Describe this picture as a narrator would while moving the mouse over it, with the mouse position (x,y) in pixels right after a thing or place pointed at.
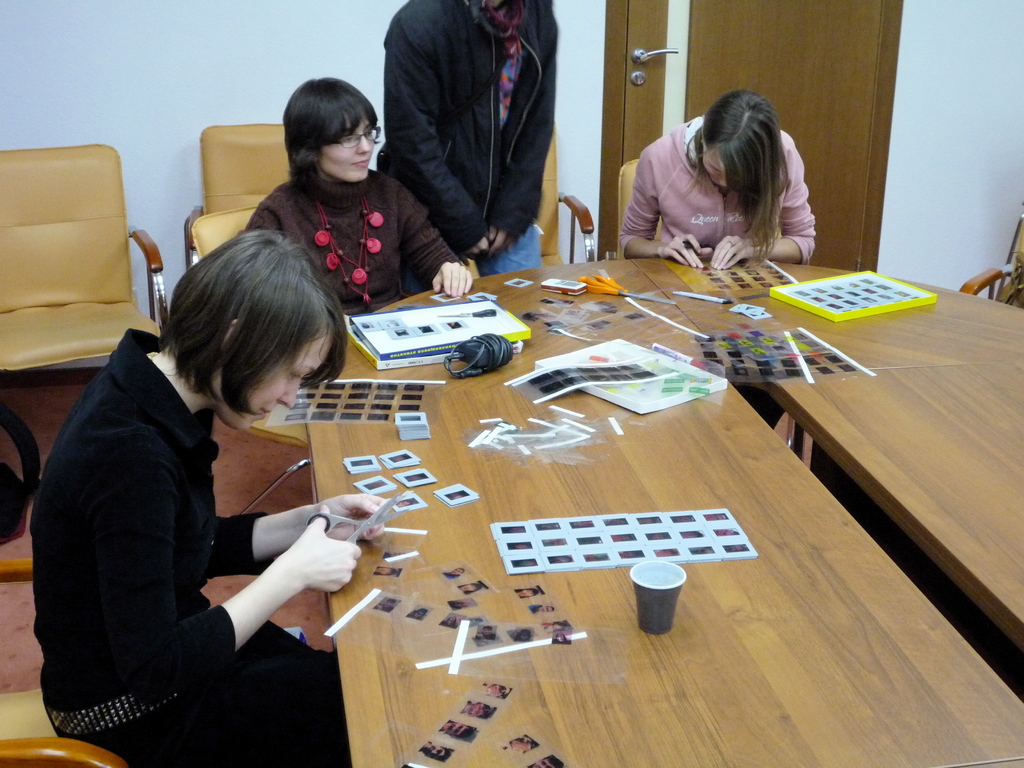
I see there are so many people (463,236) Standing and sitting in front of them there is a table (656,748) with some slides (793,352) in it.
